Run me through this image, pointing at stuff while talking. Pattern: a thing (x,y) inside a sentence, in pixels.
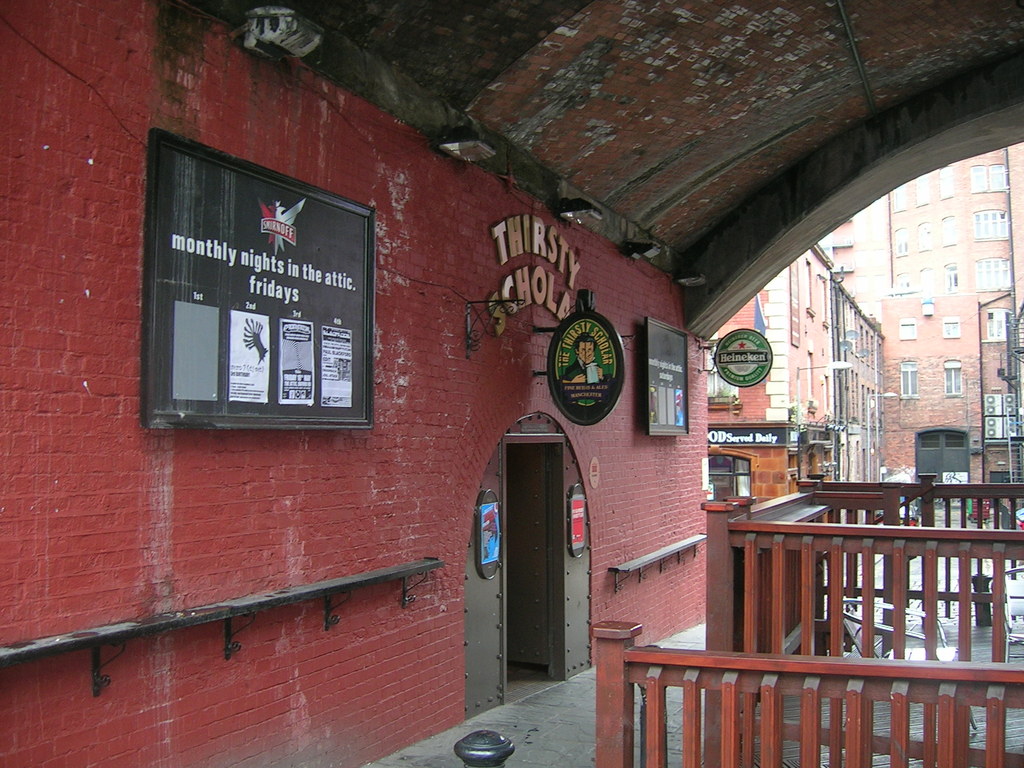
There is a building (302,132) with brick wall (315,495) and door (564,539). On the building (470,262) there are some boards (343,301). Also there is wooden fencing (746,602). In the background (819,412) there are buildings (846,291) with windows (908,331) and doors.
